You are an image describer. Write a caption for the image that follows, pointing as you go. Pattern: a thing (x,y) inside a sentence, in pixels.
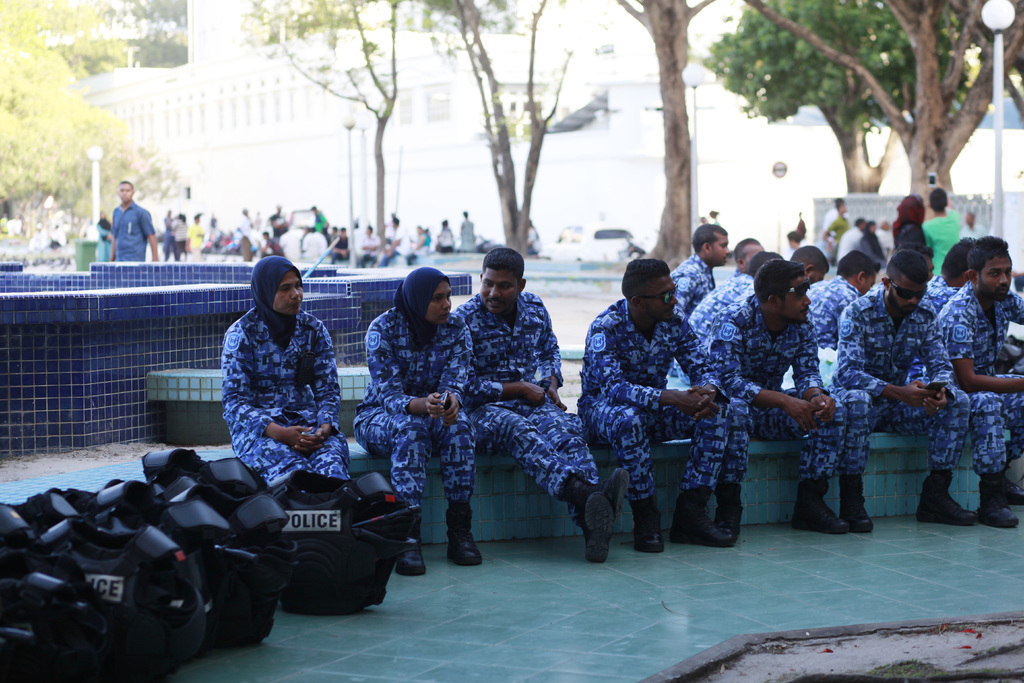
In the center of the image (413,385), we can see people (707,313) sitting on the wall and we can see police jackets (314,532). In the background (469,199), there are trees (171,46), buildings (461,107), poles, people (712,213) and there are lights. At the bottom (572,609), there is floor (625,600).
